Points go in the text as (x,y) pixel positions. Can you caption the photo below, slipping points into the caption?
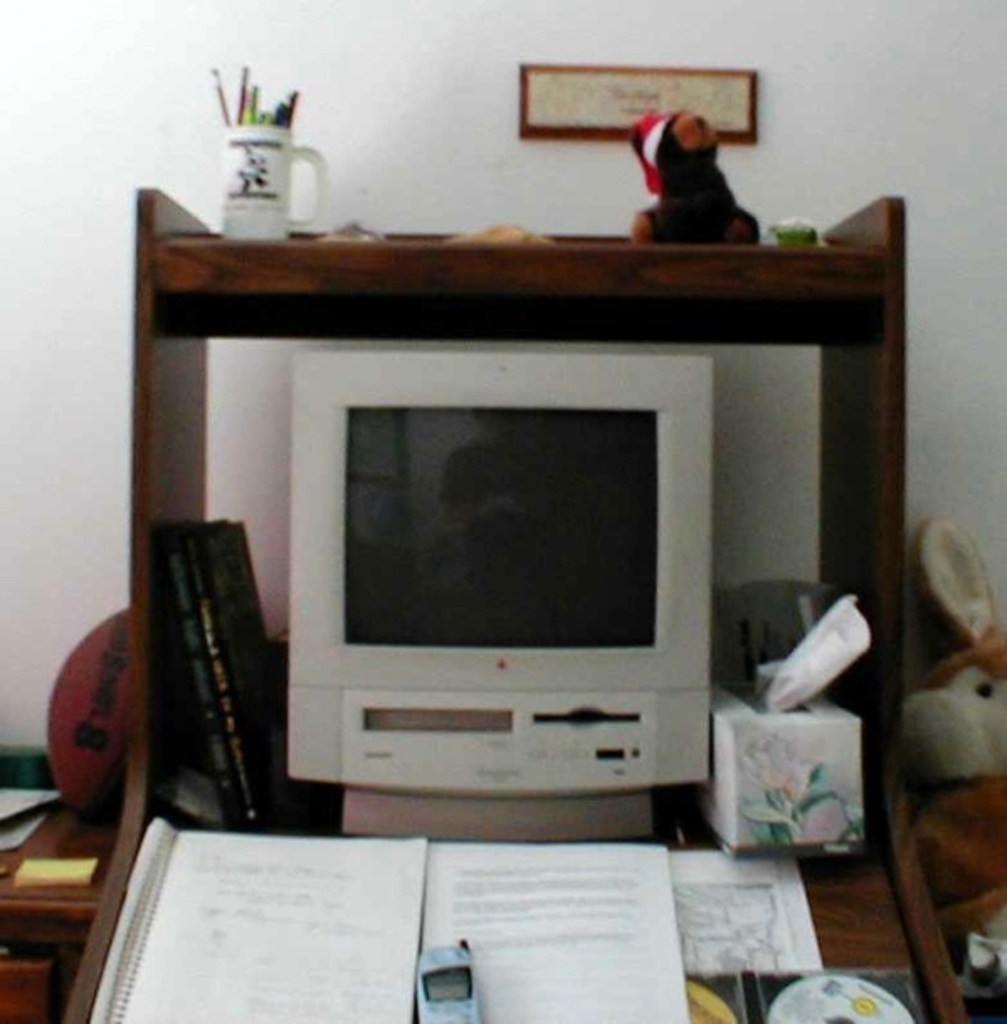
Here we can see an electronic device (586,340) which is kept on this wooden table (256,285). This books (473,895) and a mobile phone (426,962) are also kept on this wooden table (859,948). Here we can see a ball (127,624) on the left side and a doll (980,575) on the right side (998,770).
